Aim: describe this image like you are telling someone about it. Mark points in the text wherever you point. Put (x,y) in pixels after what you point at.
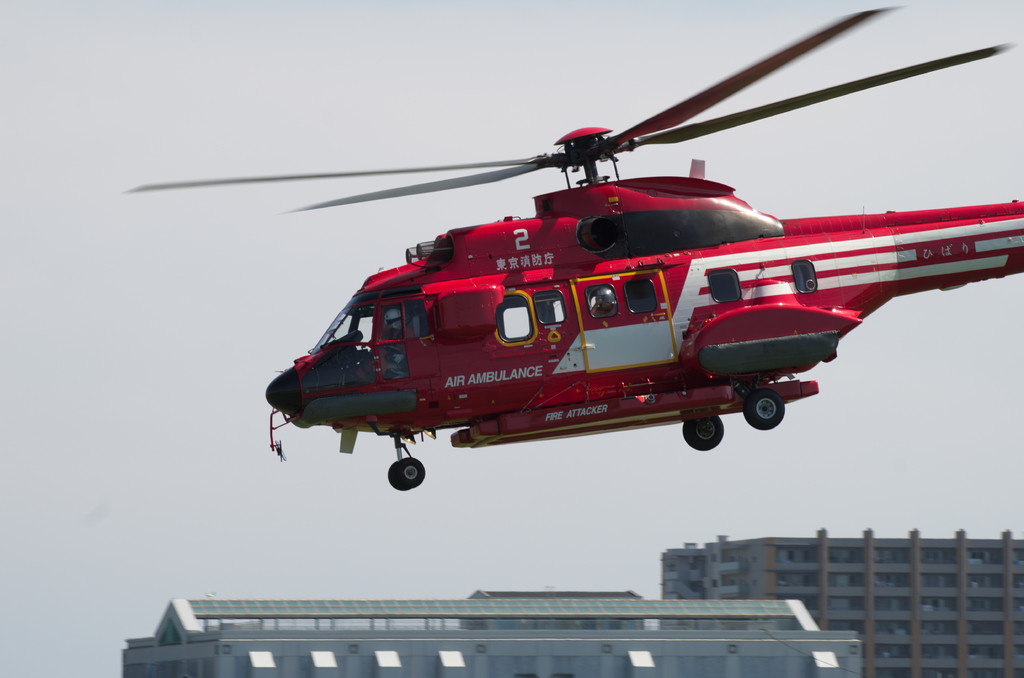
In this picture there is a helicopter (493,346) flying towards the left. It is in red in color. At the bottom (479,630) there are buildings (713,558). In the background (972,524) there is a sky (454,137).
